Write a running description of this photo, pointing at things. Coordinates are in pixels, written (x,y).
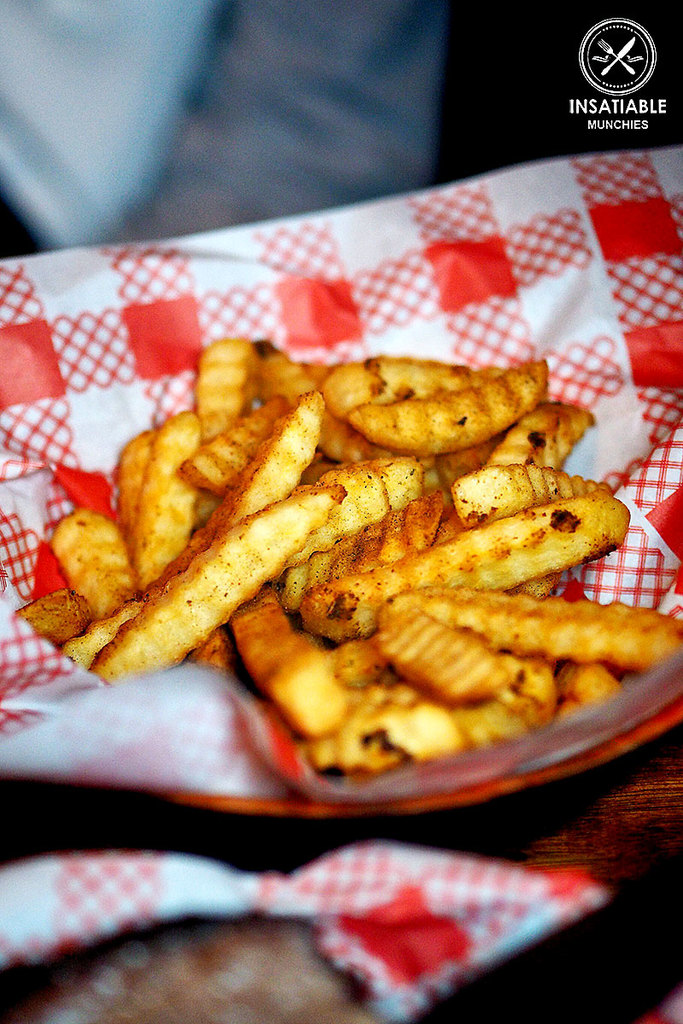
In this image we can see some fries (242,568) which are in plate (357,810) and there is a paper (481,289) in between fries (433,598) and plate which is in color white and red.
